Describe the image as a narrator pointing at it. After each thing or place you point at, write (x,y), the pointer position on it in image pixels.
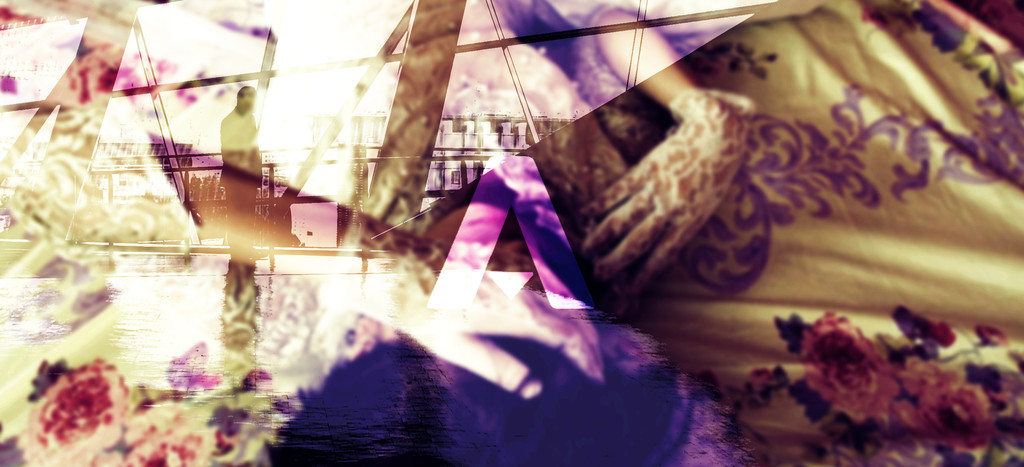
This is an edited image. In this picture, we see a man (233,211) is standing. Beside him, we see the railing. There are trees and buildings (503,145) in the background (465,126). On the right side (706,169), we see a person (691,129) is lying on the bed (788,236). We see a bed sheet (871,285) in white, violet and pink color.
